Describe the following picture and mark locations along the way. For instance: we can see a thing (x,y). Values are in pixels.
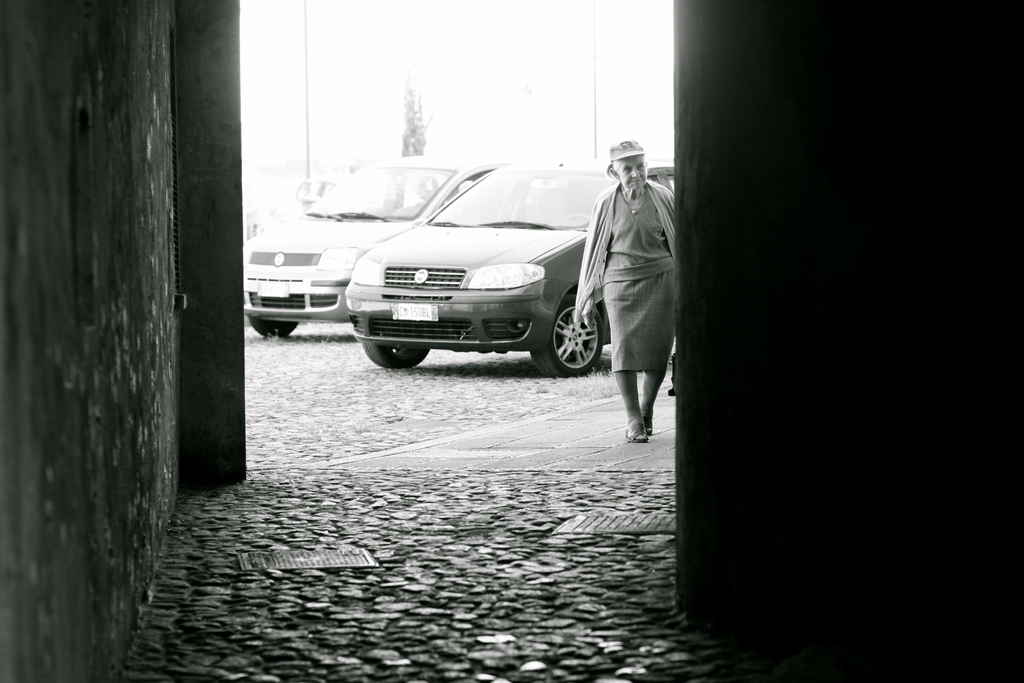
In this image, we can see a few cars (510,339) and an old woman (633,430) walking. We can also see a wall (19,89) and the floor (486,609).
